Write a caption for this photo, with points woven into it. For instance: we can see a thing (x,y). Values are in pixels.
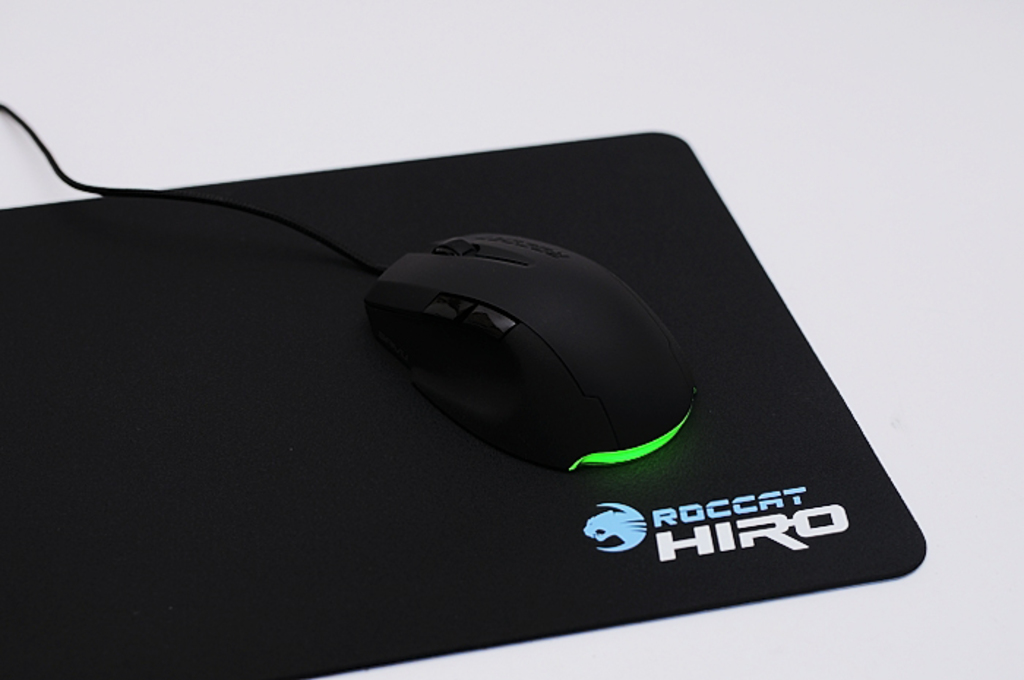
In this image I can see the mouse pad (264,410) and the mouse (410,324) which are in black color. It is on the white color surface (969,523).
